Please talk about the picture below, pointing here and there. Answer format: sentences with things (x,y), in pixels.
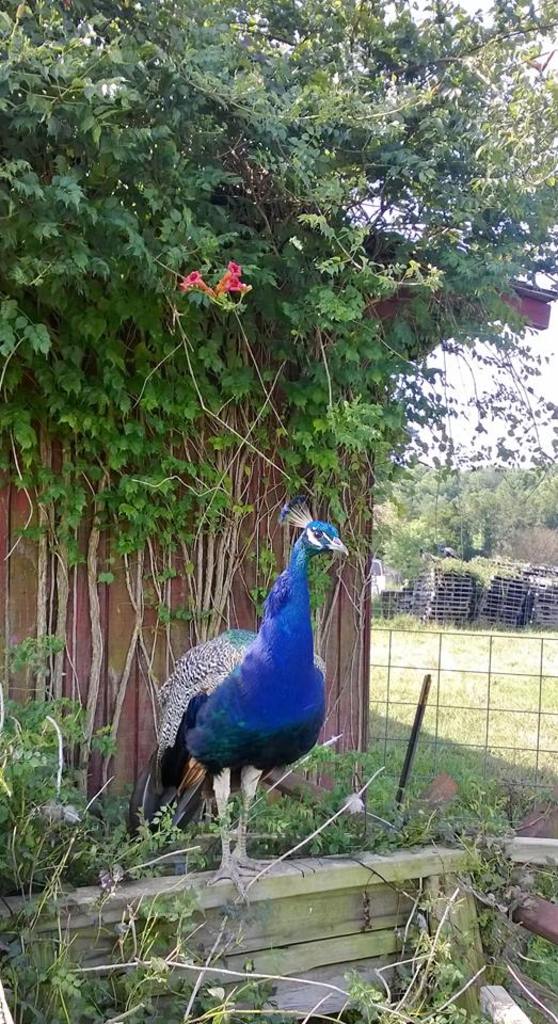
In this picture we can see a peacock (188,723). There are a few plants (35,866). We can see some objects (390,594) and trees (388,535) in the background (435,535).
